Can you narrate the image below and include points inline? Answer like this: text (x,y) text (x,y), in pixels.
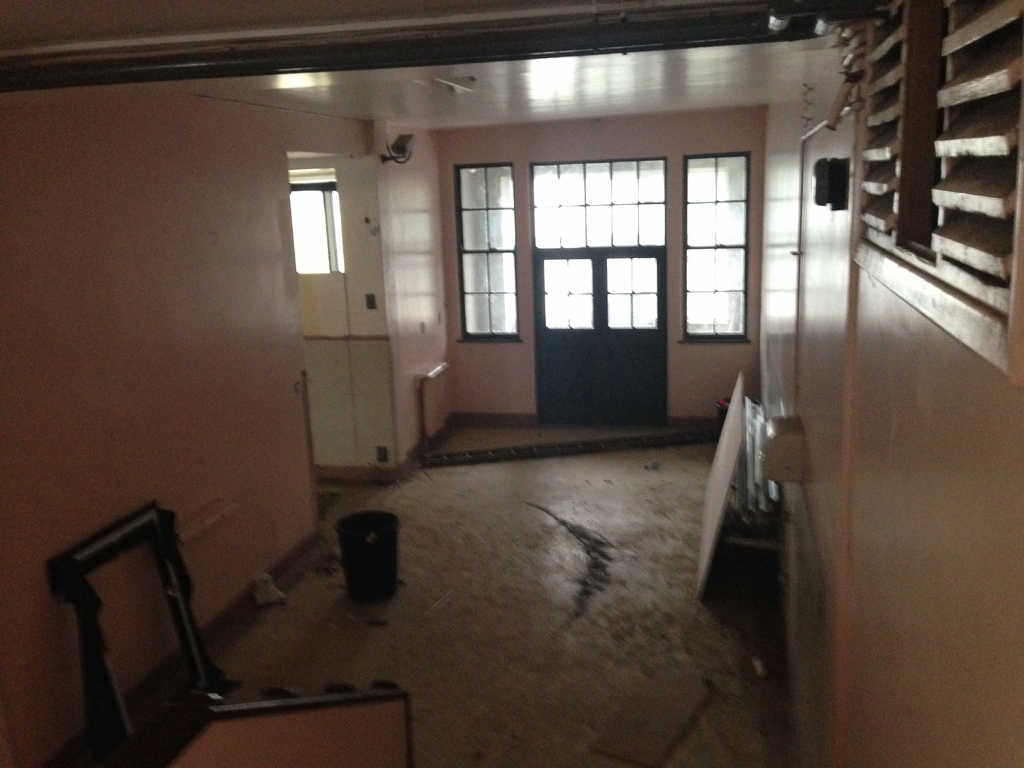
This image is taken inside a room (422,633). At the top of the image (349,19) there is ceiling (608,90). To the right side of the image (838,443) there is wall (908,375). There is a wooden window (900,227). In the background of the image (647,262) there is a door (659,266) with glass door (609,271). At the bottom of the image (455,638) there is floor (443,651). There is a black color basket (385,581) and other objects (726,438).
